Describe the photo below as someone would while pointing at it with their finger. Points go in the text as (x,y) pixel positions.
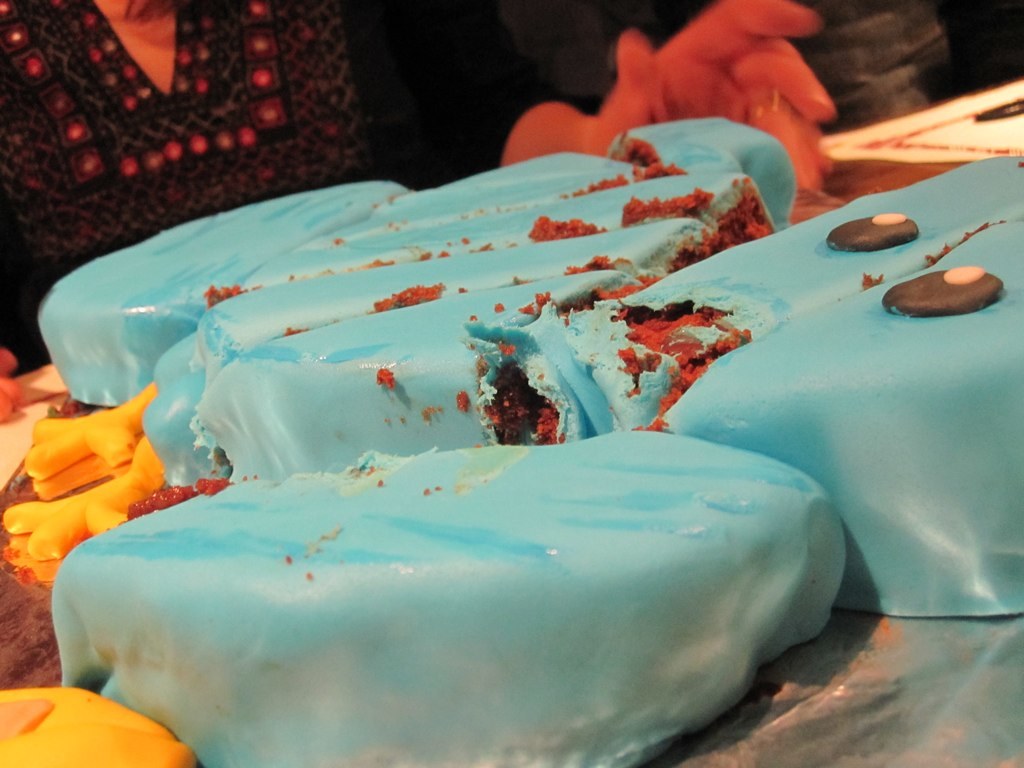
In this image there is a table (911,701) towards the bottom of the image (923,721), there is food (505,325) on the table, there is an object (951,133) towards the right of the image (959,115), there is a woman (315,129) towards the top of the image (254,91).
